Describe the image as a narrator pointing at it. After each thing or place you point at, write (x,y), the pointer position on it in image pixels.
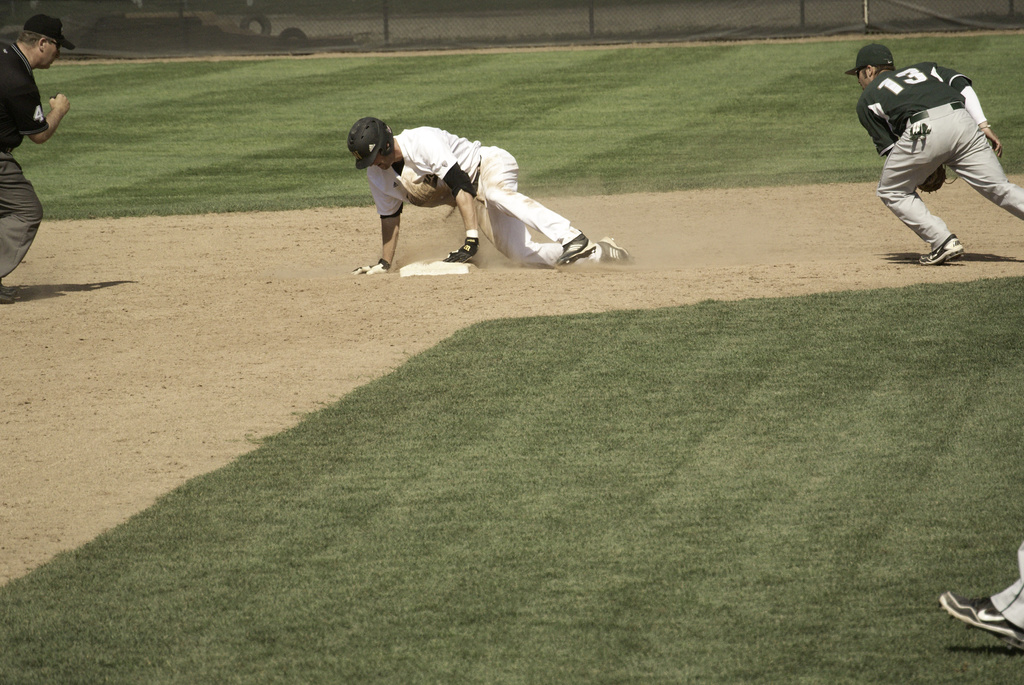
In this picture we can see three persons (954,126) are playing a game, they wore caps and shoes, at the bottom (572,496) there is grass (657,511), we can see another person's leg (1018,554) at the right bottom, in the background (511,31) we can see fencing (492,37).
